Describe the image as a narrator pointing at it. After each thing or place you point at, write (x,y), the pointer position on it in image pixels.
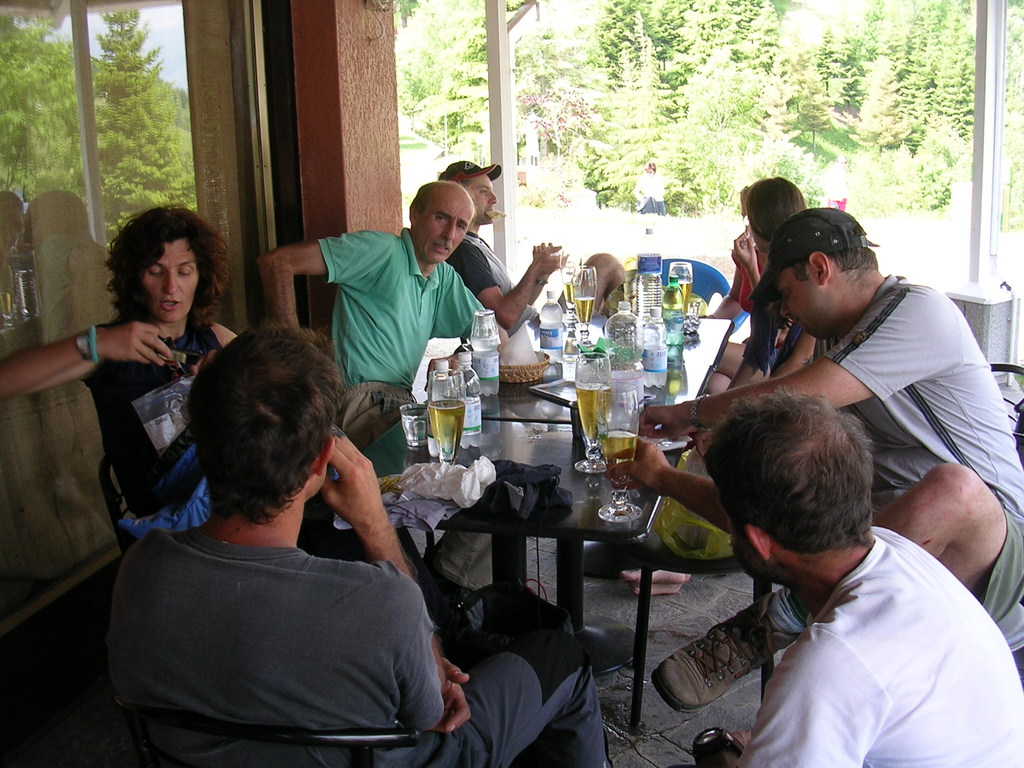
These group of people (324,258) are sitting on chairs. In-front of this person's (783,615) there is a table (504,529), on table (567,522) there is a bottle (483,370), basket (511,372), glasses (440,404) and cloth (463,479). This is a building (326,126). On this glass (105,77) there is a reflection of trees (102,151). These are trees (796,116). These 2 persons (487,182) wore cap (769,250).
